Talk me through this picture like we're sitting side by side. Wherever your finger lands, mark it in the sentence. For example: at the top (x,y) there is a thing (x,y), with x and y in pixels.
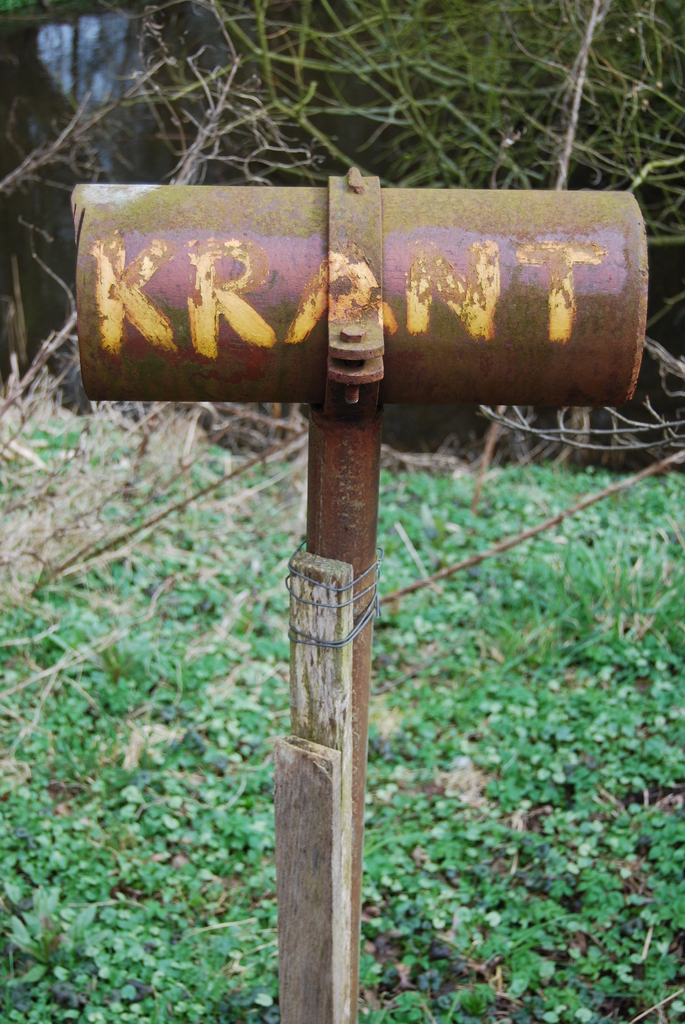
In this image I can see a newspaper holder (322,260). At the bottom of the image (116,931) I can see the grass (196,843) on the ground (493,816). In the background (447,97) there are some plants (233,87).
